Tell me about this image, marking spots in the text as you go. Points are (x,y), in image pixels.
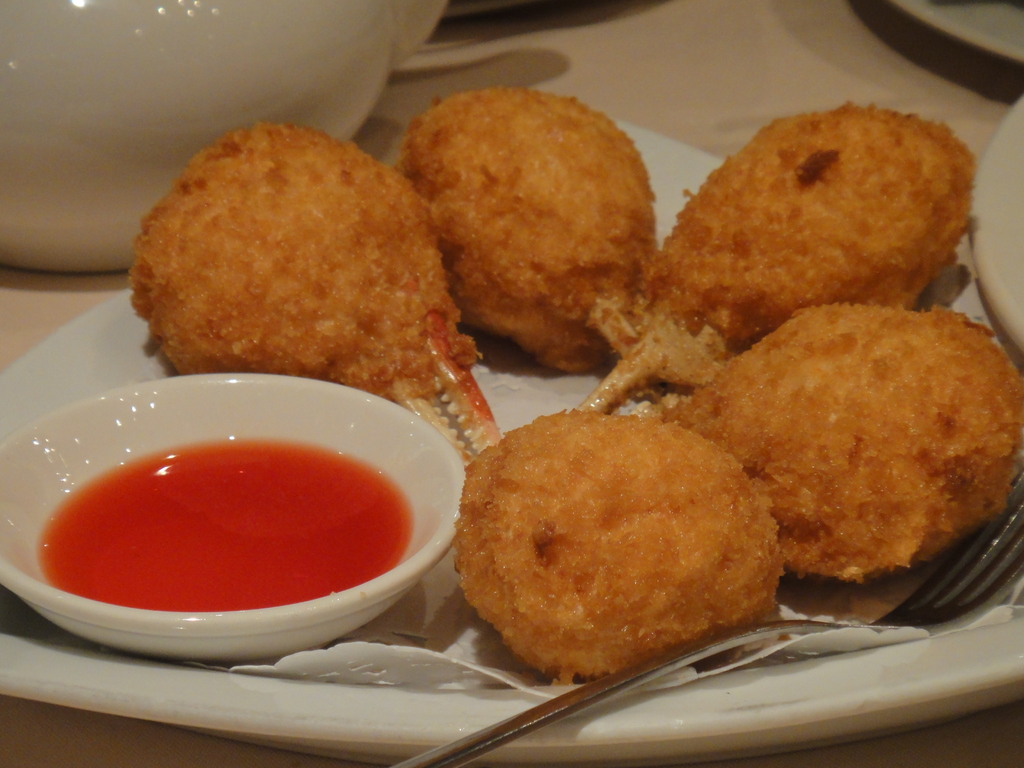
In the picture I can see some food items (534,103), a bowl (326,408) with sauce (290,486) and fork (783,624) are placed on the white color plate (475,694) and also we can see a few more objects (17,145) are also placed on the surface (1001,721).
